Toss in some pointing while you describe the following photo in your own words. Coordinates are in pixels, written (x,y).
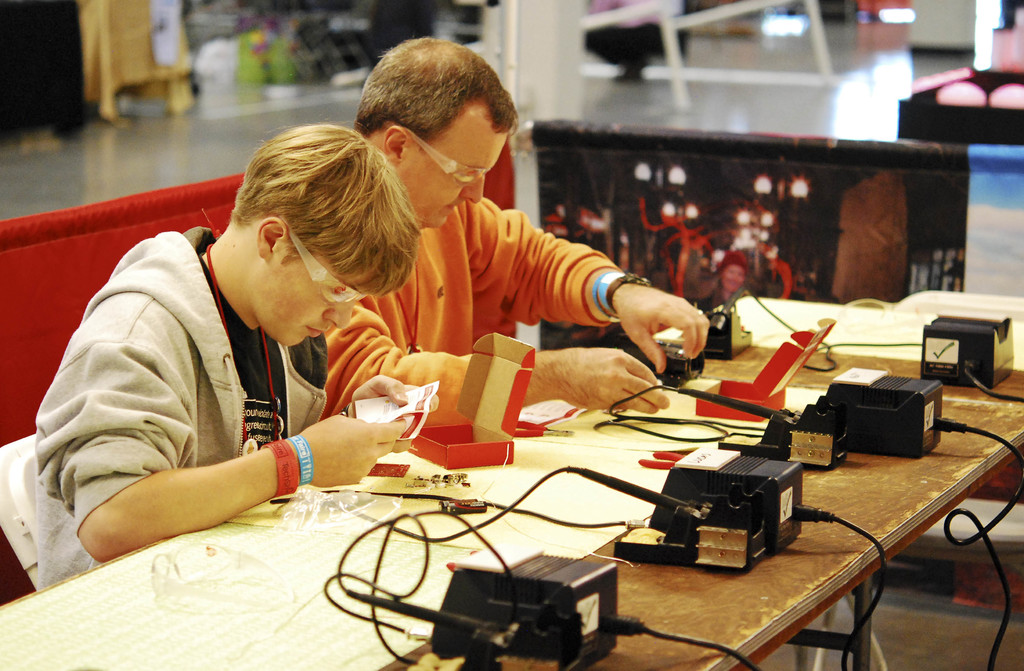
Background (210,50) portion of the picture is blur. We can see the objects (595,22) and the floor (896,58). In this picture we can see the men (342,197) wearing goggles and its seems like they are doing an experiment. On a table (940,492) we can see the devices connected with the wires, few objects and boxes (459,441). We can also see the objects (693,287).
